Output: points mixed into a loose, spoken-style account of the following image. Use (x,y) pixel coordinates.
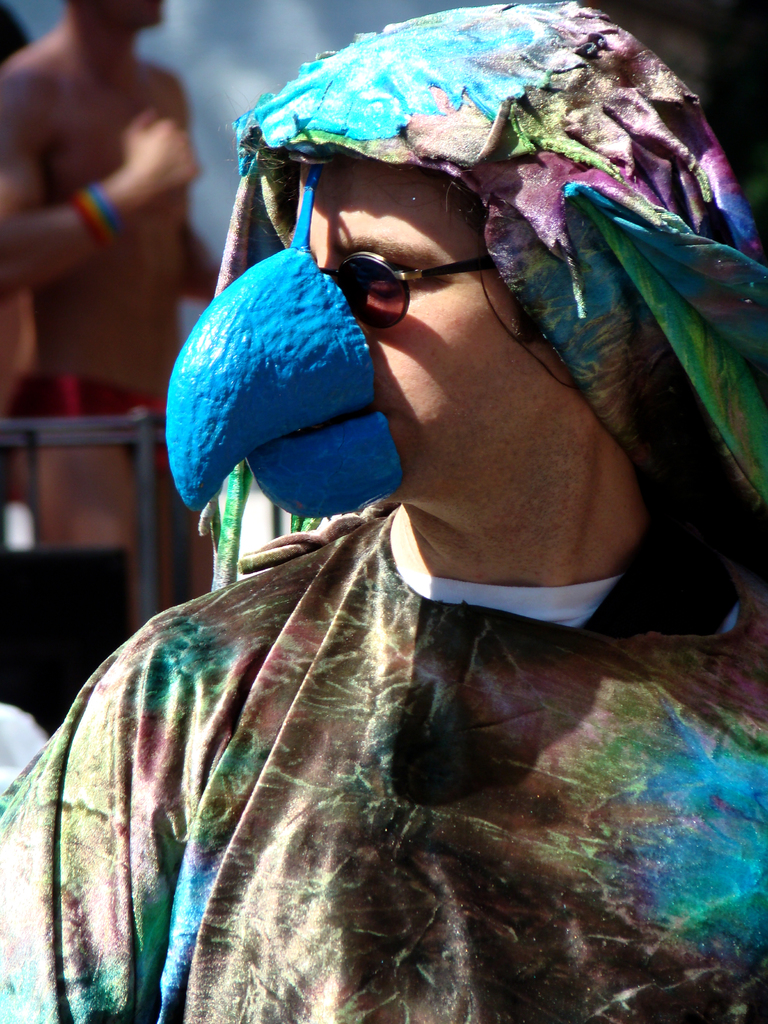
In this image I can see a person (423,526) wearing different color costume (352,616). It is in different color. Background (129,135) is blurred.
